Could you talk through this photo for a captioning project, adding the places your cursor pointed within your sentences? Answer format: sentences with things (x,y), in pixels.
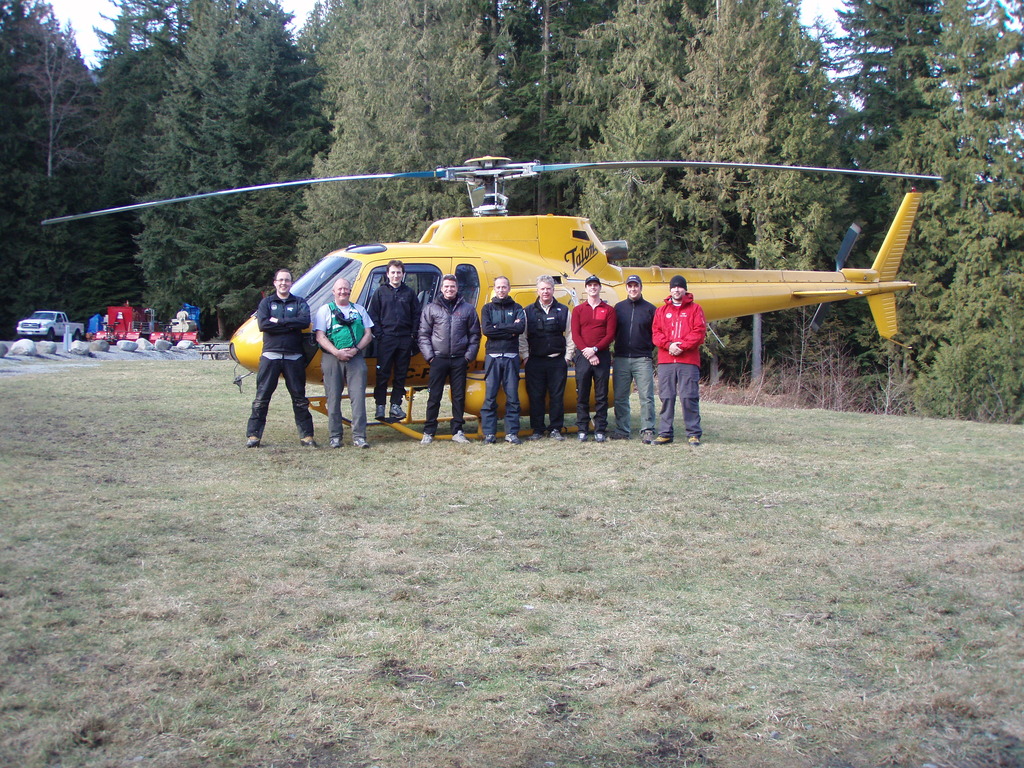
This image is taken outdoors. At the bottom of the image (200,601) there is a ground (125,555) with grass (531,579) on it. In the background (540,79) there are many trees (677,94) and plants (913,383) and a few vehicles (71,323) are parked on the ground (81,359). In the middle of the image (646,272) there is a chopper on the ground (280,419). A few people (370,337) are standing on the ground (178,383).
